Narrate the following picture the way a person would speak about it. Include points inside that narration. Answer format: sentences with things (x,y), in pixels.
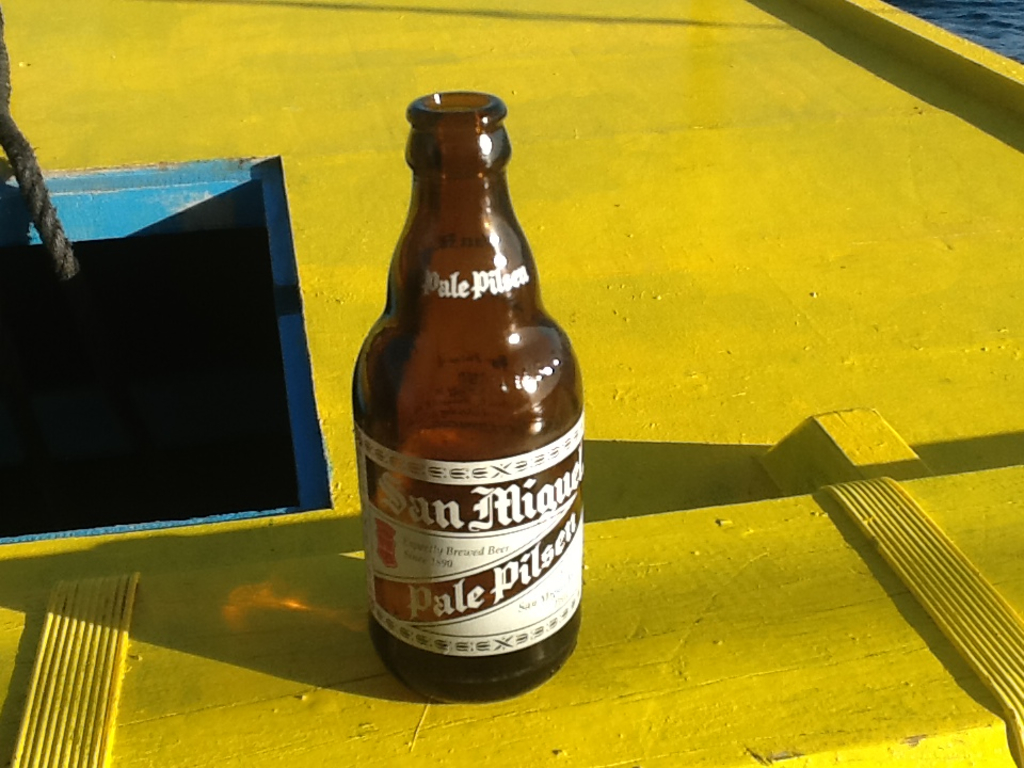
The image is taken on the deck (592,662). In the center of the image (434,468) there is a bottle (434,391). This is a brown color bottle (401,549) behind the bottle (440,543) there is a pit (107,281) and there is a rope (43,216) hanging from the pit (106,419).
